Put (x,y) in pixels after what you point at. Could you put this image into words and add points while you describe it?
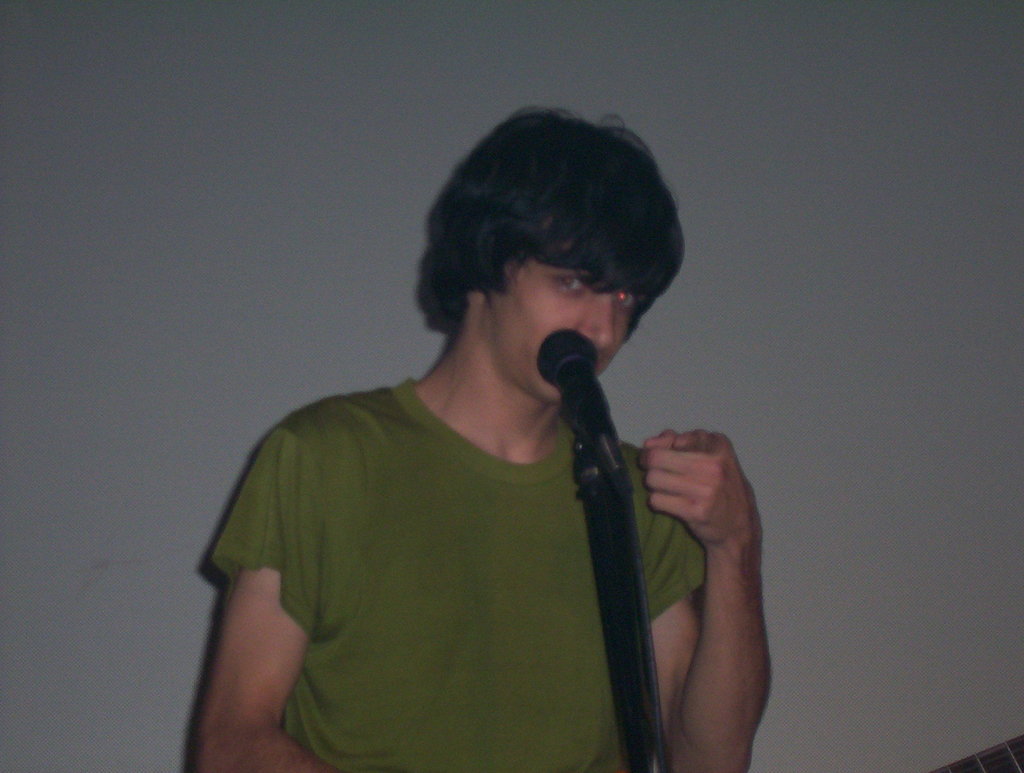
In this image I can see a man (529,410) is standing in front of a microphone (586,438). The man (453,568) is wearing a green color T-shirt (456,572). In the background (282,218) I can see a white color wall (265,294).
